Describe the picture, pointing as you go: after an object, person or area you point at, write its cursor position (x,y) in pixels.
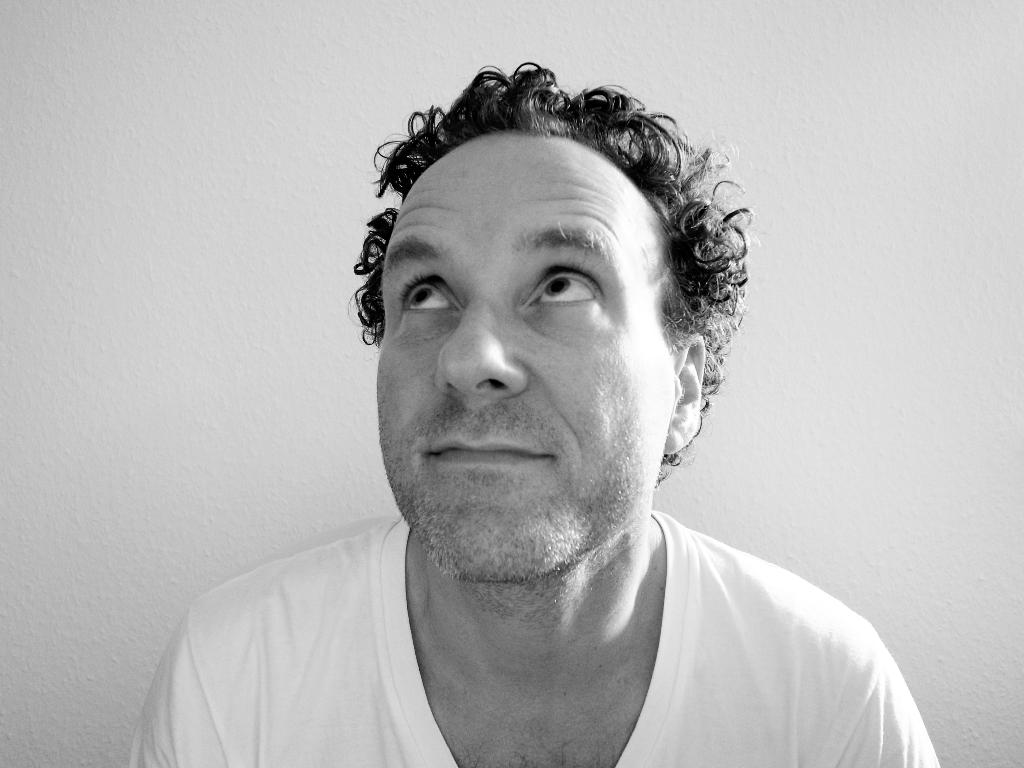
In this image I can see a person (350,632). In the background (227,167) there is a wall (161,357).
